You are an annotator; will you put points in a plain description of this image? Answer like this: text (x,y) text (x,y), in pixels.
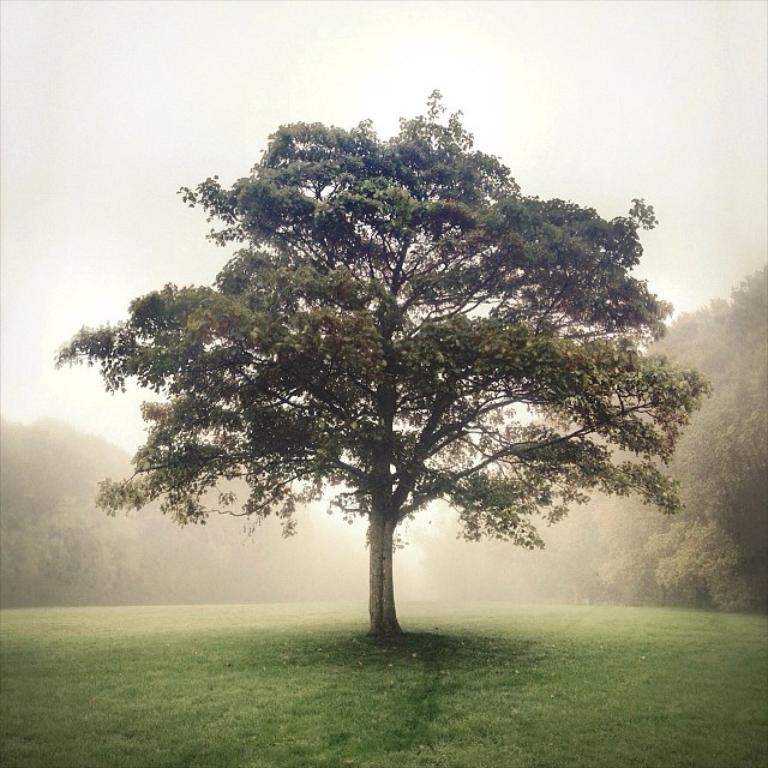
In this image, we can see trees (328,278). At the top (96,119), there is sky (419,56) and at the bottom (348,650), there is ground (320,650).
